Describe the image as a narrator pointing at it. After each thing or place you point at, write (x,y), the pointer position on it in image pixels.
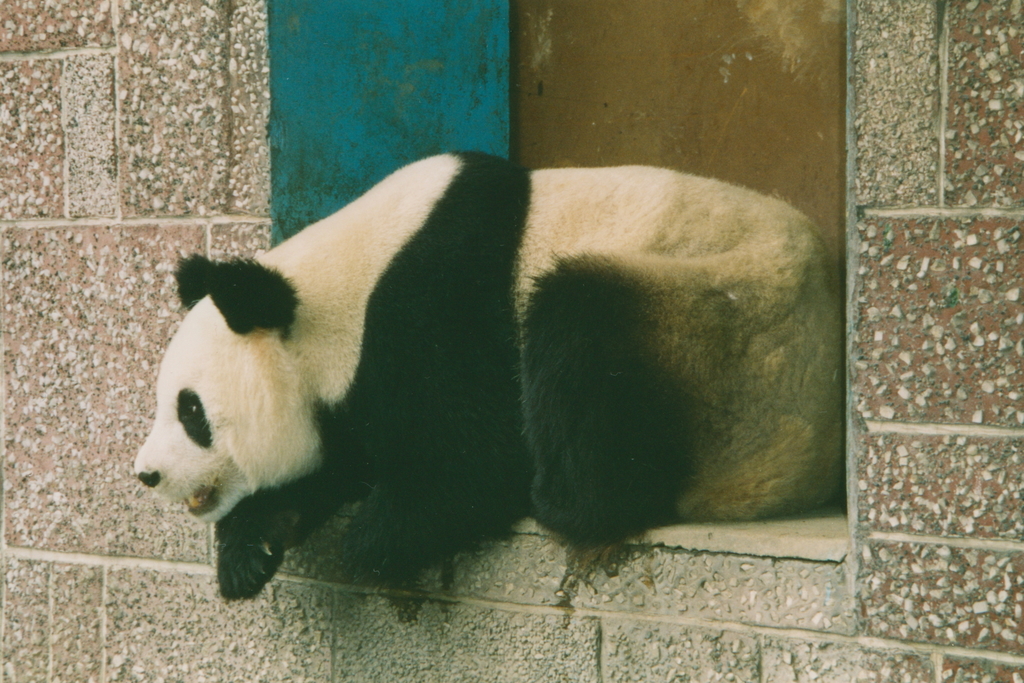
In this image I can see an animal (401,447) which is in cream, black and brown color. In the background (482,117) I can see the wall (178,198).
